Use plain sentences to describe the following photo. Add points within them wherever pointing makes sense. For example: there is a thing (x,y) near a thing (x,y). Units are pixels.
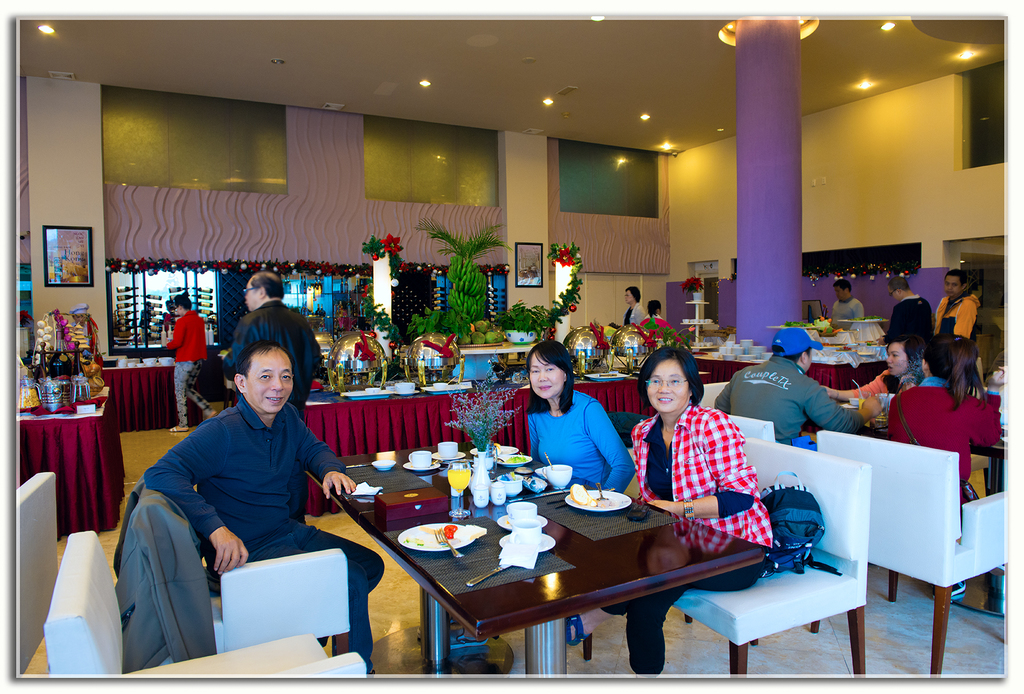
There are two women (574,433) and men (305,438) sitting on chairs (226,596), facing each other. In front of them, glass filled with juice (458,482), plates (510,451), cups (448,448) and saucers (412,465) and other items (501,499) on the table (636,575). In the background (525,326), some other items (509,343) on the table (485,391) which is covered with red color cloth (397,425), a person (191,325) walking, a person (262,302) standing, two persons (656,313) standing, and some other people (899,292). Pillar (787,215), wall (719,191), light (664,149), posters (534,258) on the walls (503,199), ceiling (524,54) are also in the background (293,117).
